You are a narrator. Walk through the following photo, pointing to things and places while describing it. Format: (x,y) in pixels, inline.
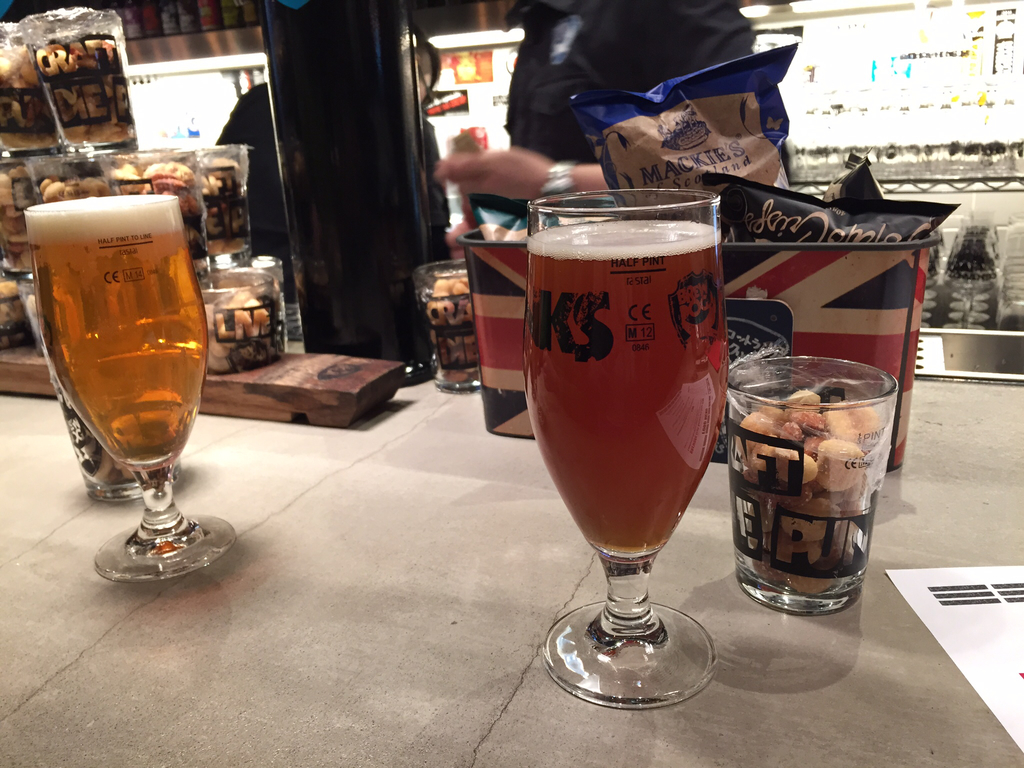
In this image I can see few glasses (742,561). In the glass (647,415) I can see some liquid (663,427) and I can also see few other persons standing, background (841,4) I can see few lights (466,35) and I can see few objects (123,100) on the table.
